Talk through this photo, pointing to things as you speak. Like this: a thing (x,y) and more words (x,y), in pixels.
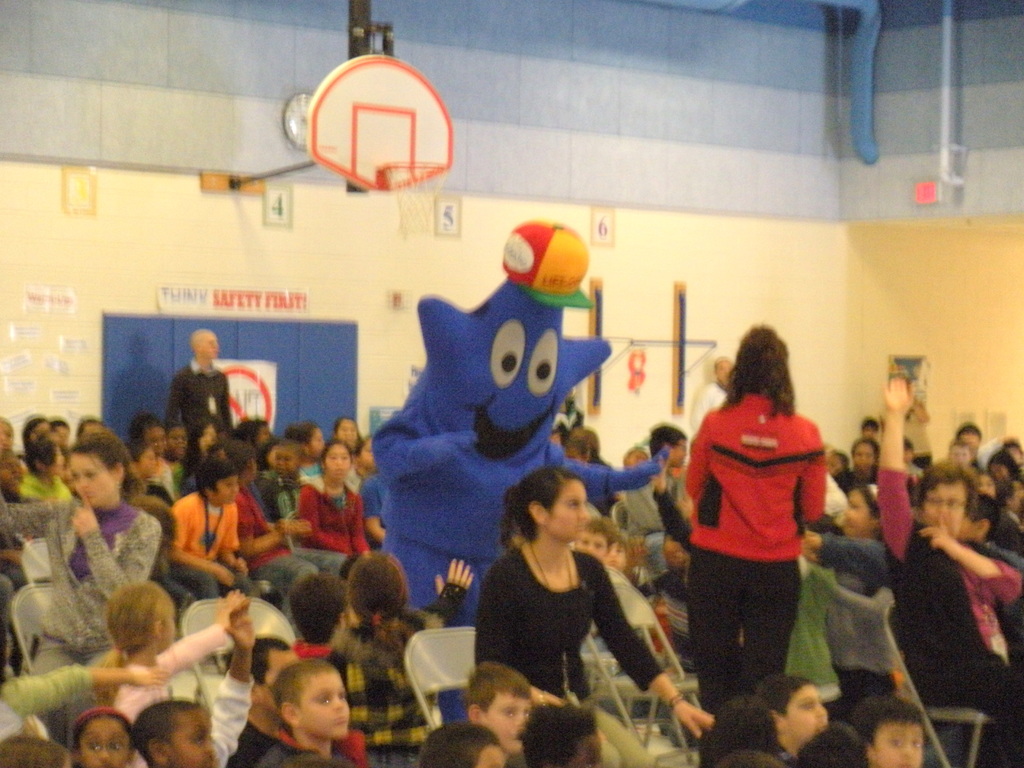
In the center of the image (479,472) we can see a mascot (514,474). In the background (276,264) there is a wall (436,281) and a door (338,348). At the bottom (373,579) there are people (931,568) sitting. At the top (293,108) there is a clock (294,133) placed on the wall (623,197) and we can see pipes (862,110).
